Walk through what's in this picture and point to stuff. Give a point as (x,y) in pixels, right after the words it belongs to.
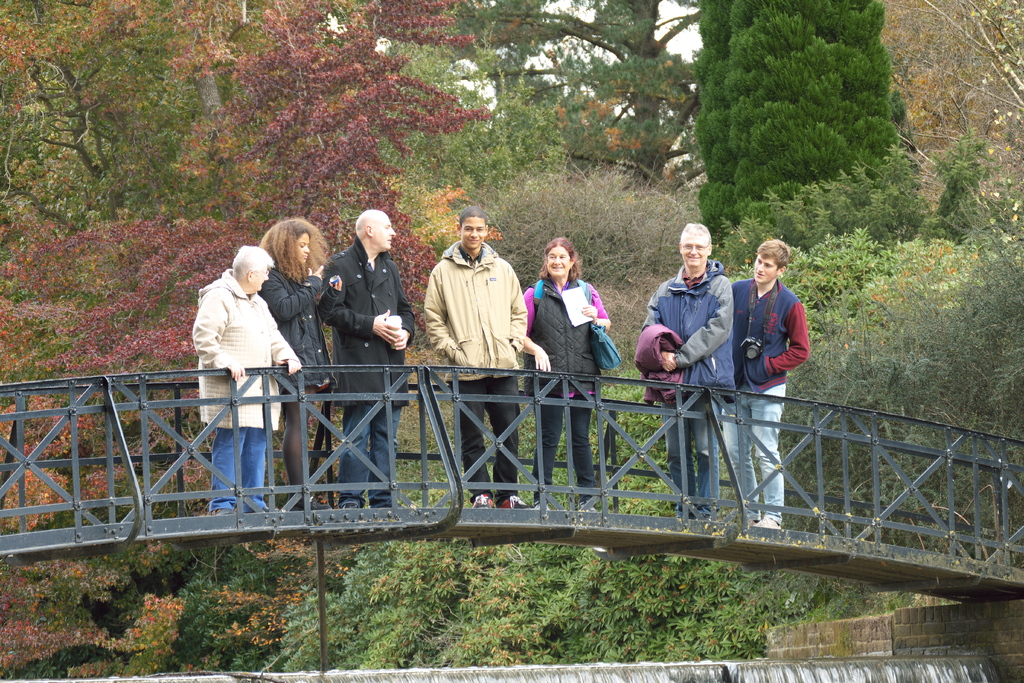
In this picture we can see seven people (561,272) standing on a bridge (211,373), camera (756,349), bag (595,344), paper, walls (1003,609) and some objects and in the background (501,50) we can see trees (213,155).
